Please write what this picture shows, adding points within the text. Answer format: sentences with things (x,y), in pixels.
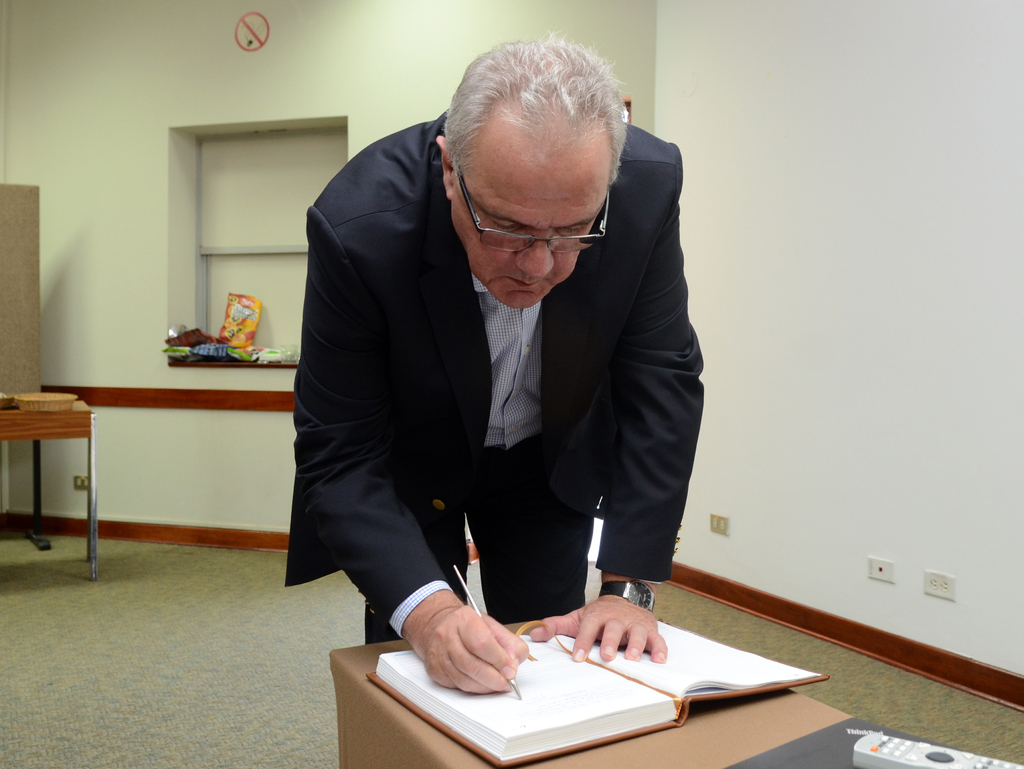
This person (420,361) standing and writing and wear glasses (505,237). We can see book (634,737), remote (858,745) on the table (769,738). On the background (590,30) we can see wall (122,337), objects (219,351), basket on the table (29,438). This is floor (134,658).
